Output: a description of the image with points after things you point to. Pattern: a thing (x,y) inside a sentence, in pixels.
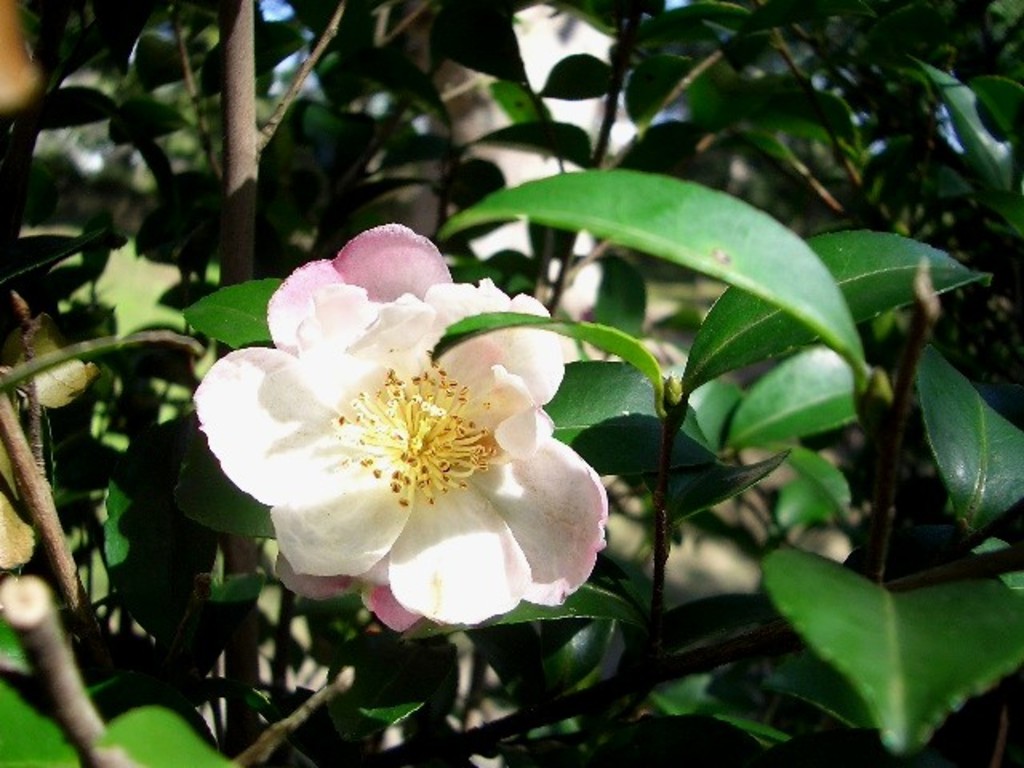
In this image I can see the flower (376,403) to the plant (435,364). The flower (417,473) is yellow, white and pink color.
